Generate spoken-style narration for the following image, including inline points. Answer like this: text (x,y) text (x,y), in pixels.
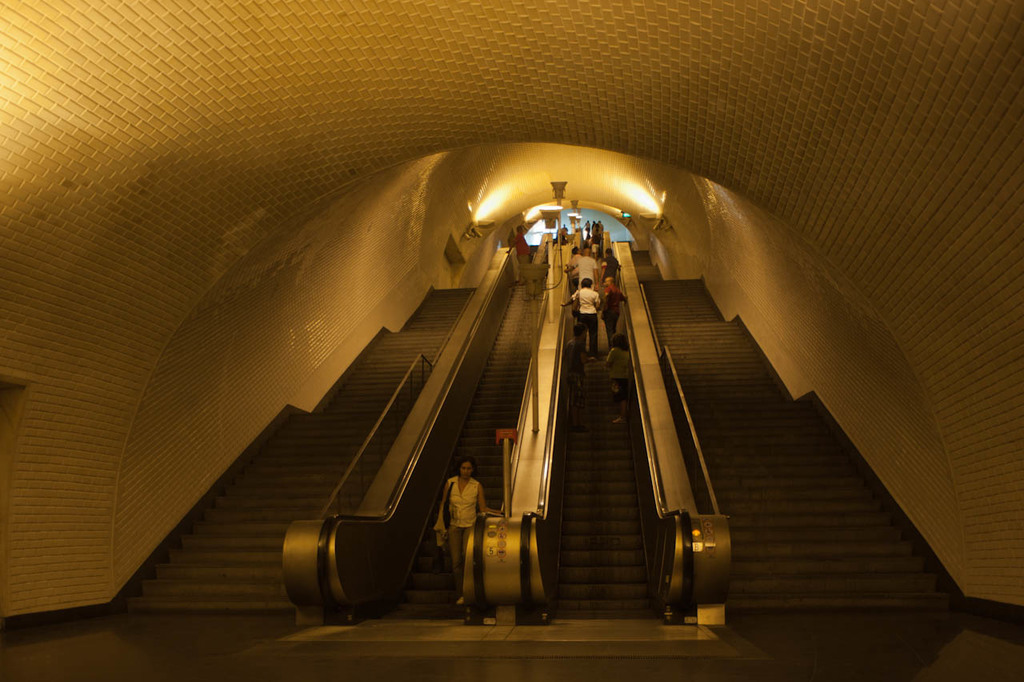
In this image I can see some people (584,289) standing on the escalator (556,264) under the curved roof (766,111).
